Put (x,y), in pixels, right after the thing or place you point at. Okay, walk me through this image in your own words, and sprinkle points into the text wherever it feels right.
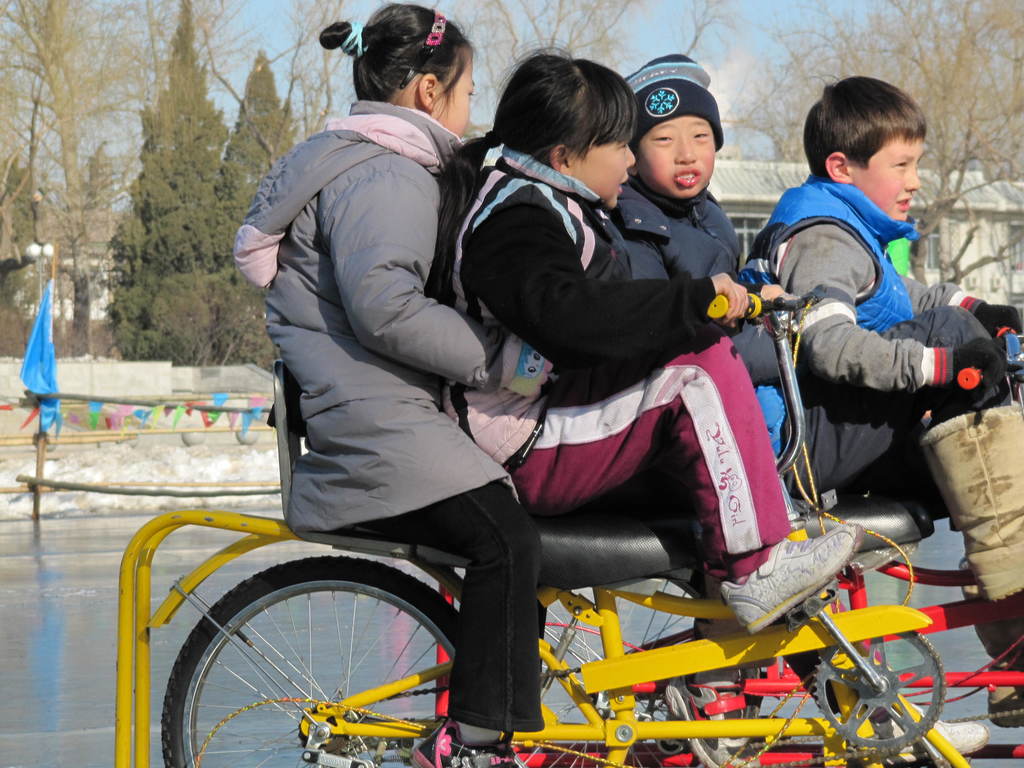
In this image there are a few kids (844,471) riding bicycles (256,525), beside them there is wet surface (172,546), on the other side of the surface (87,529) there is a wooden stick fence (80,486), in the background of the image (134,233) there are trees (200,116) and houses (786,192).
